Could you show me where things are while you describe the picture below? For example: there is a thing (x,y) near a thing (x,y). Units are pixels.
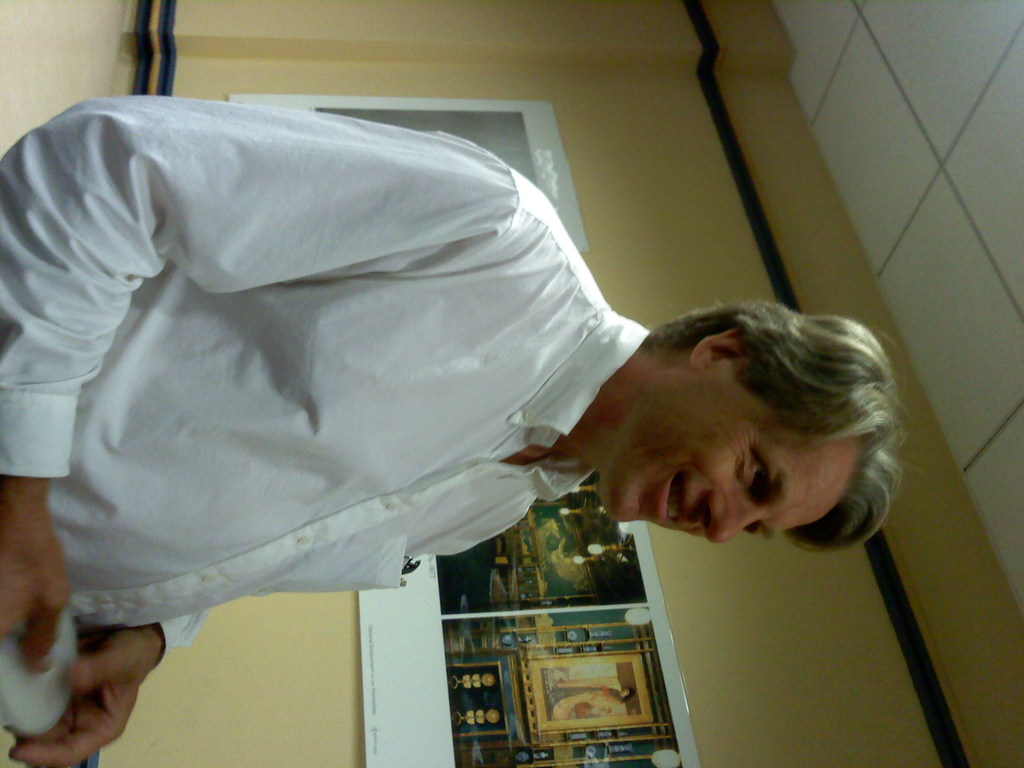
In this picture I can see there is a man (466,150) standing, looking at right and smiling. He is wearing a white shirt (341,409) and is holding a object (56,700) in his hands (90,725) and there is a wall (493,78) in the backdrop (163,701) and there are photo frames (519,602) on the wall (160,718).
